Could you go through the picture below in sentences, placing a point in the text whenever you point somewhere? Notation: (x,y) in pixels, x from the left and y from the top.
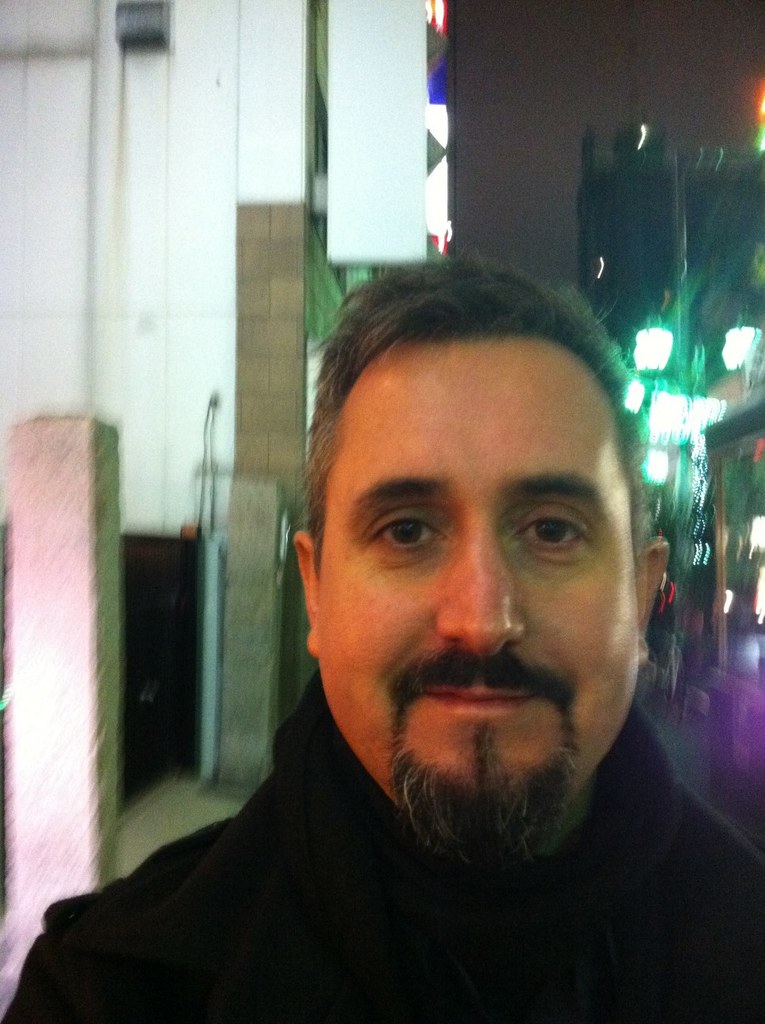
In the center of the image (443,645) a man (437,818) is standing. On the right side of the image (717,373) we can see a building (694,266), lights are present. On the left side of the image (96,184) wall (102,242) and wire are there. In the middle of the image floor (168,815) is present. At the top of the image (487,94) sky (525,107) is there.
